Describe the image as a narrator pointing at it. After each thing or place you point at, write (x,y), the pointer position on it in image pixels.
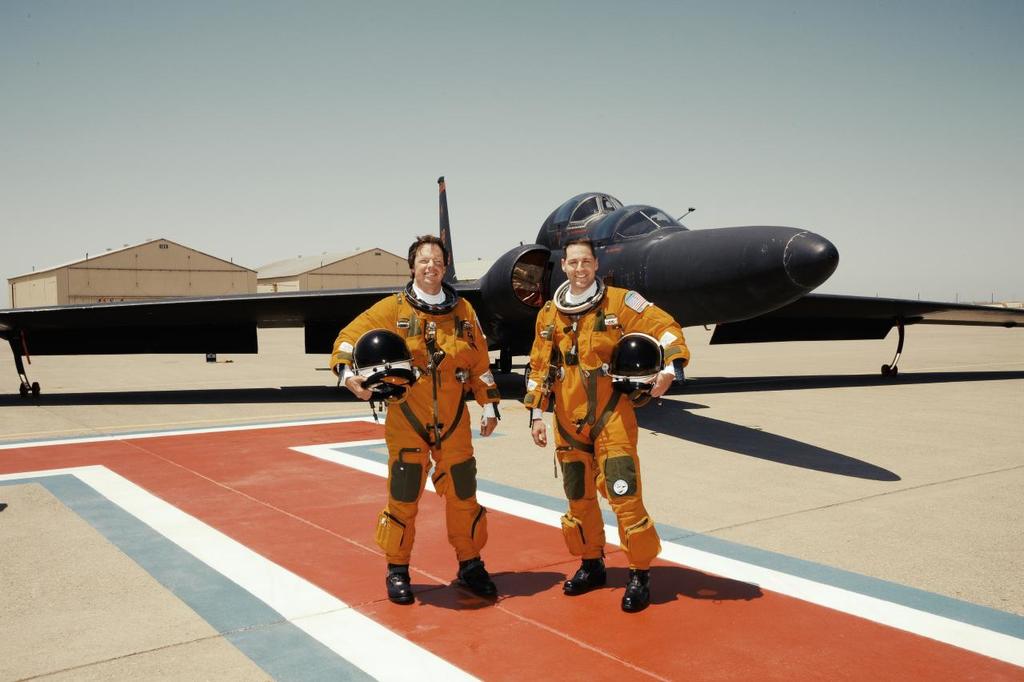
This picture shows a jet plane (662,291) and couple of men (445,372) standing holding their helmets (376,392) in their hands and we see buildings (323,282) and a clear sky (289,193) and the jet (754,257) is black in color and men (578,352) wore orange color dress (598,352).
